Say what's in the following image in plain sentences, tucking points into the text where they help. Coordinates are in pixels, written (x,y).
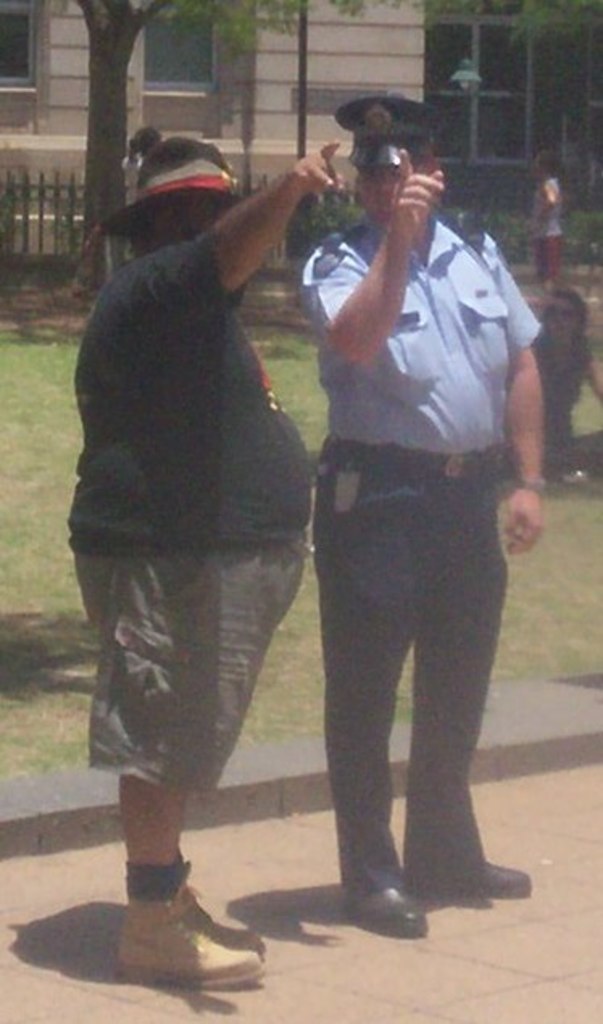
In this image two persons (272,418) are standing on the floor (452,929). They are wearing caps (372,164). Person (471,393) at the right side of the image (442,393) is wearing uniform (402,432). A person (561,449) is sitting on the grassland (566,488). Few persons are on the grassland (285,380). There is a tree (135,15). Behind there is a fence (39,244). There is a pole (302,64). A lamp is attached to the wall (48,63) of a building (288,102) having windows (461,129).
